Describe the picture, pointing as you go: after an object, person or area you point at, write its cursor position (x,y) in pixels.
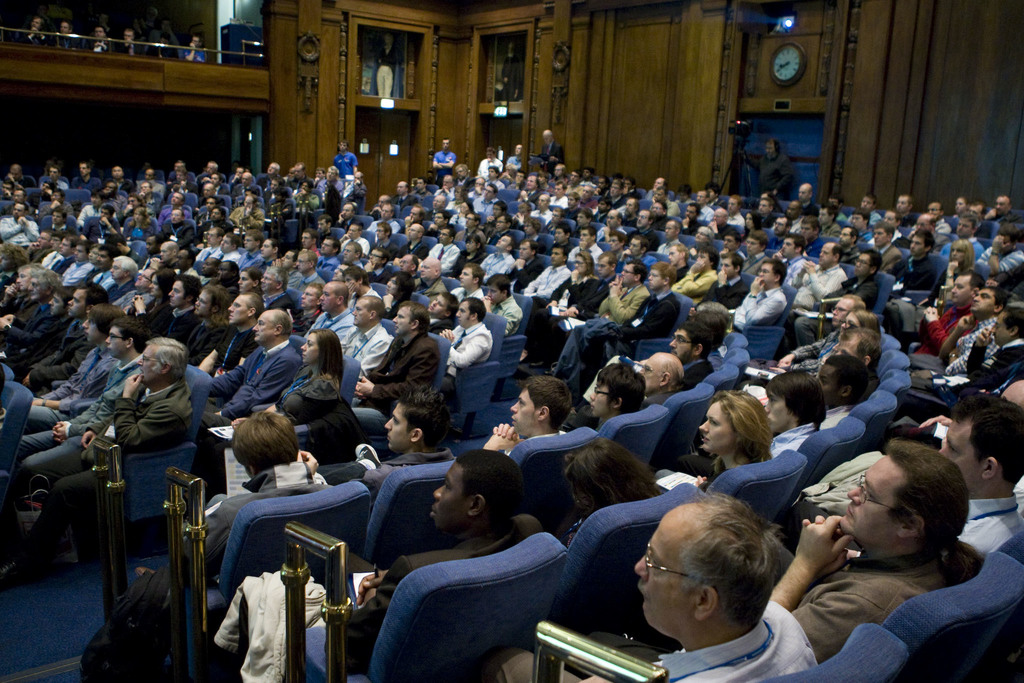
This picture is clicked inside the hall (302,154) and we can see the group of people (362,280) sitting on the chairs (321,213). In the background (933,94) we can see the wall (902,99), clock (779,73) hanging on the wall (725,40), we can see the group of people (341,163) standing and we can see the camera (738,135) is attached to the stand (741,153) and we can see the objects (394,59) which seems to be the mannequins (382,52) and we can see many other objects (160,603).
